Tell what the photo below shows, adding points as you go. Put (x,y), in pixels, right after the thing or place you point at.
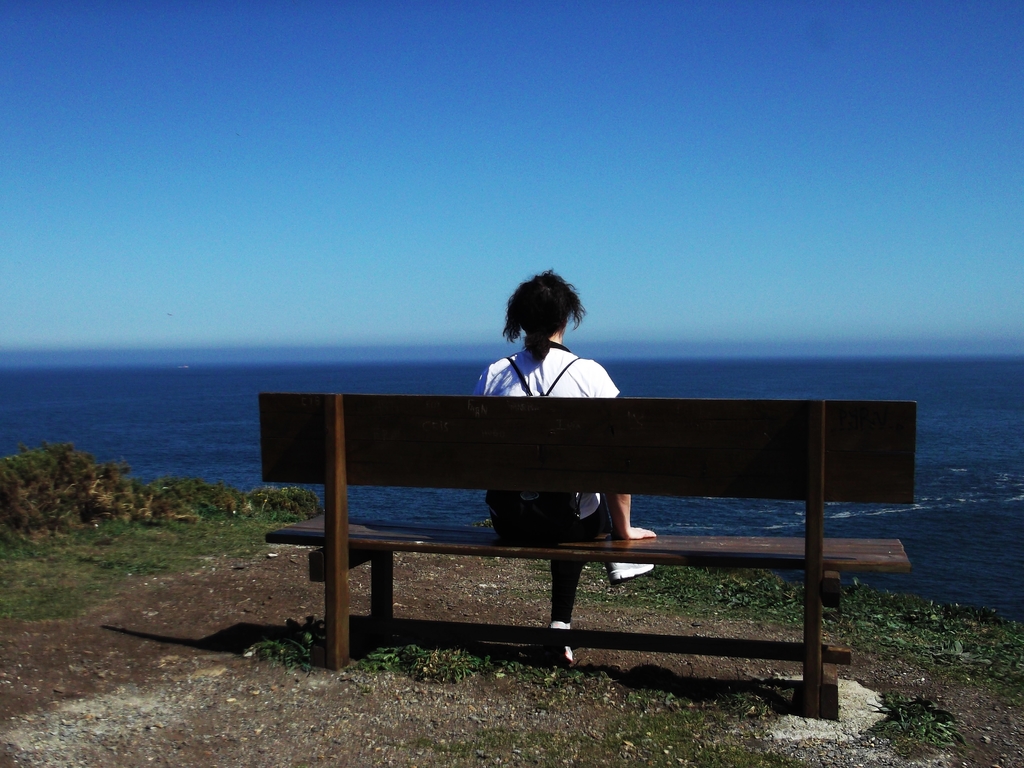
In this image I can see a person (551,379) sitting on the bench (391,559). In front of the person (597,382) there is water (763,377). The background (601,230) is in blue color. The person (584,380) is wearing a white and a black pant (569,580). On the right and left side (189,524) there is a grass (142,530).
